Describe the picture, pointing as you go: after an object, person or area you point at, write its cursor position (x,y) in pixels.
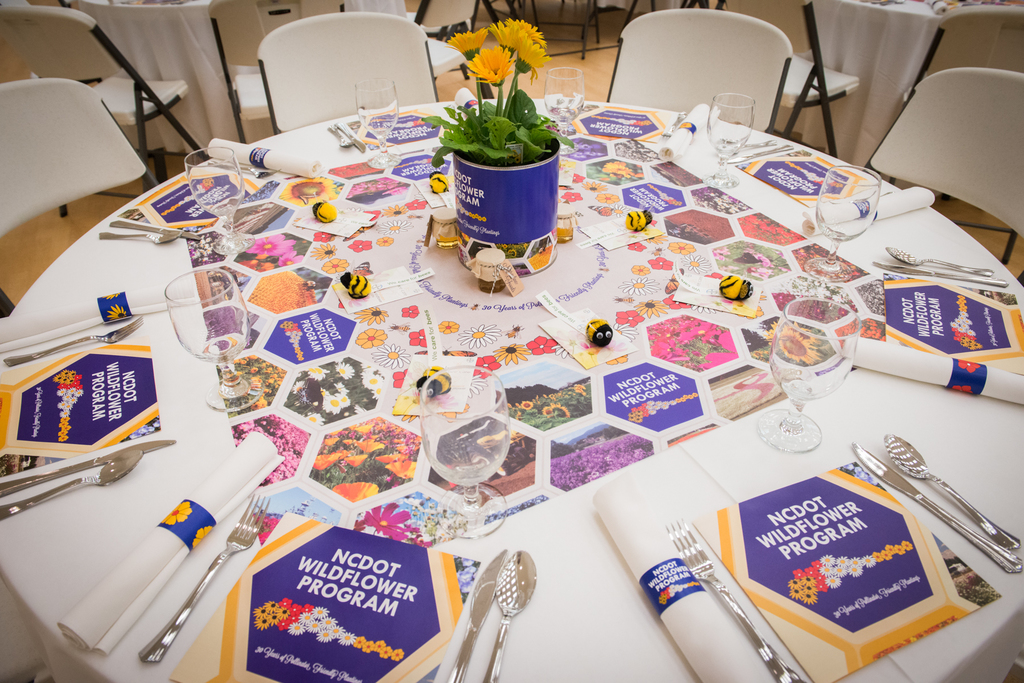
This picture is taken inside the room (569,56). In this image, we can see a table (528,303) and chairs (1001,150), on the table (958,421), we can see some papers (903,510), spoon (930,474), knife (906,491), glass (804,333), flower pot (558,156), flowers (517,75), forks (237,532) and some stickers (410,430) which attach to a table (722,468), books (801,563). In the background (27,58), we can also see some tables (899,13) and chairs (422,41).
